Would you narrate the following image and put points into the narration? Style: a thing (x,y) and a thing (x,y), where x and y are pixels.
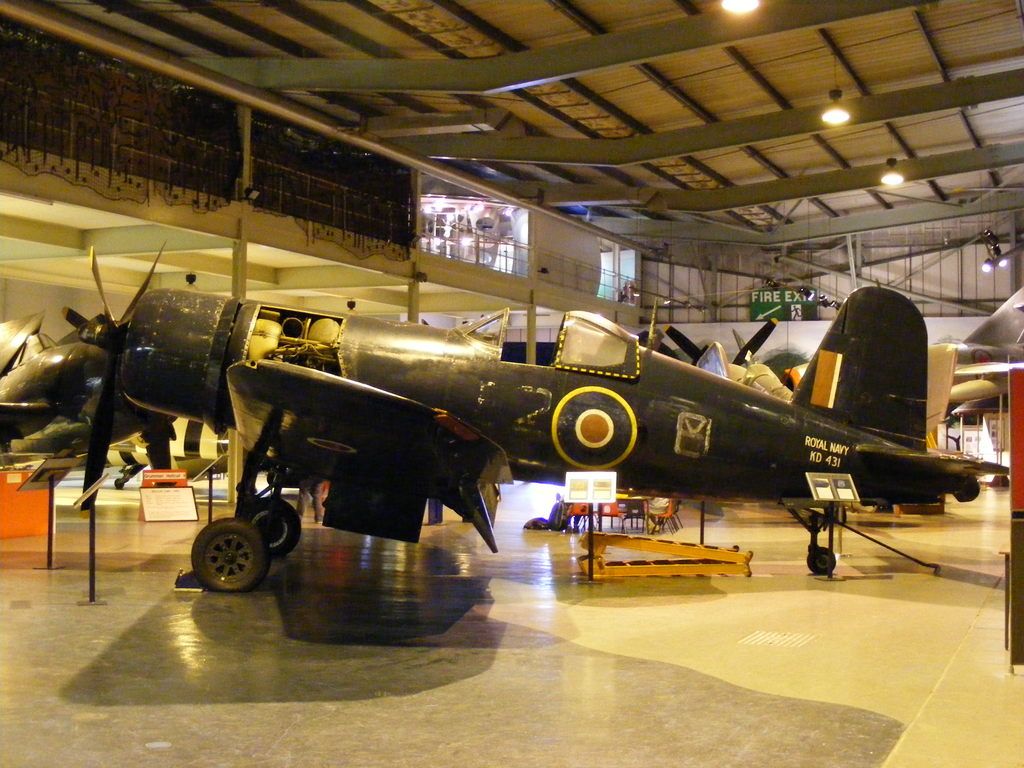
In this image I can see many aircrafts (279,492) inside the shed (467,298). To the side of these aircraft's (496,412) I can see some boards (589,559). In the background (780,308) I can see the green color board (765,313) and many lights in the top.
